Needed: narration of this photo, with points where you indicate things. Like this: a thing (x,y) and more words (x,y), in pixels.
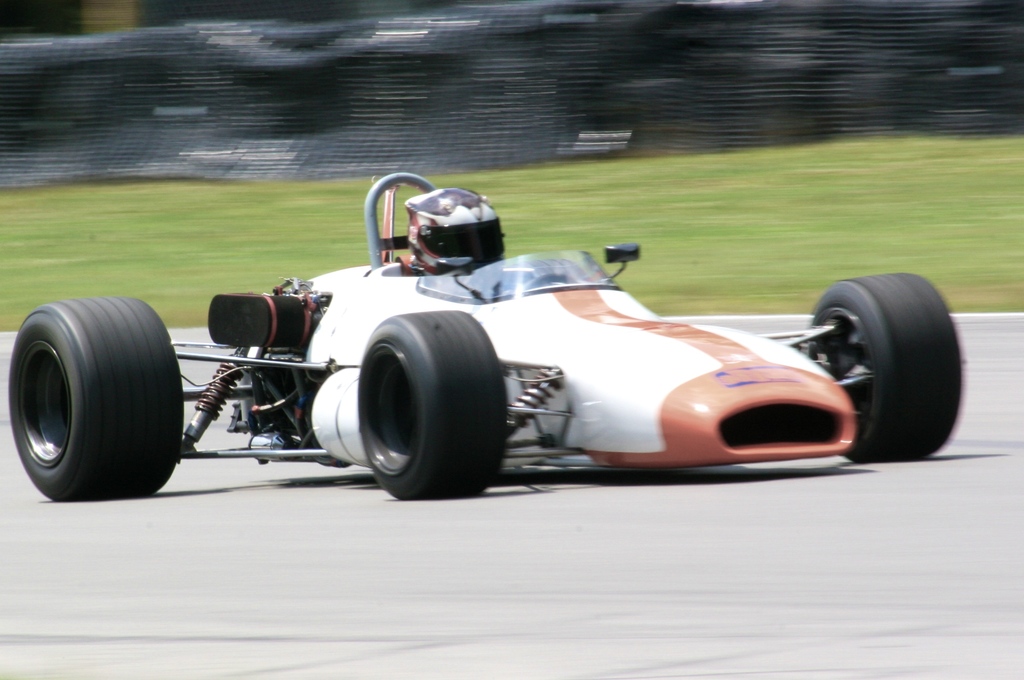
In this image, we can see a racing car (486,349), there is a person (459,271) sitting in the car (391,257) and wearing a helmet (449,251). We can see the grass (969,213) on the ground (832,206).
